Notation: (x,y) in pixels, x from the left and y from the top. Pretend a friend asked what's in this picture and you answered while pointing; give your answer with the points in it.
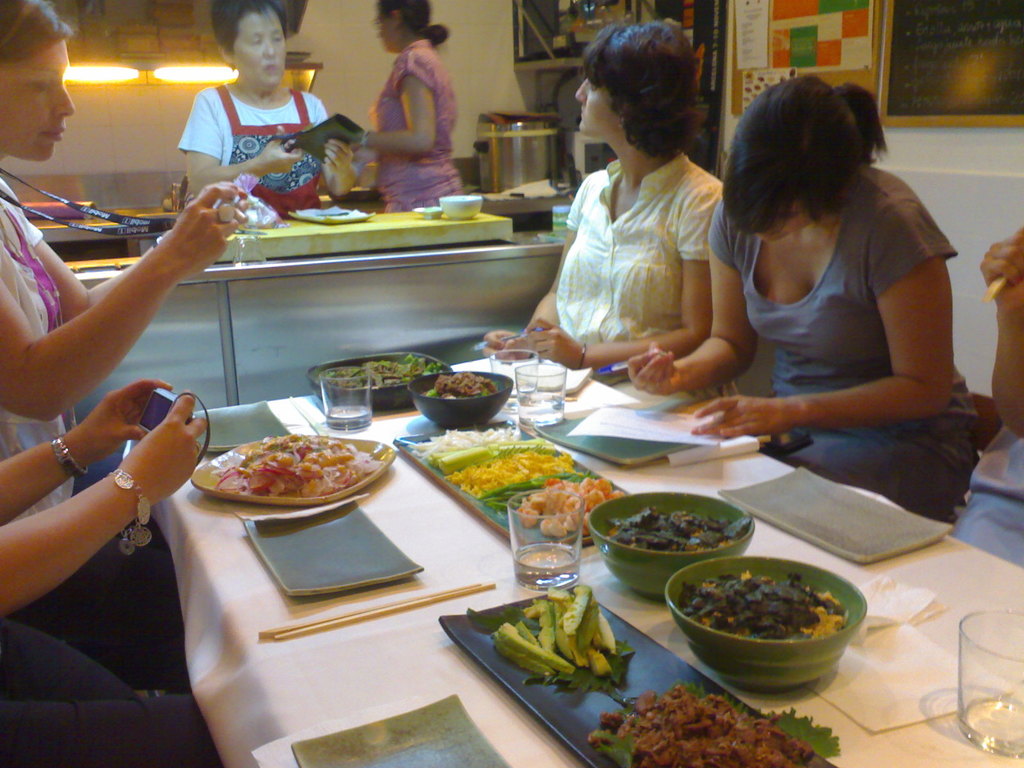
It looks like a restaurant (481,656) there is a table (434,572) and a group of women (663,261) are sitting around the table (426,495), different food items (567,603) are kept on the table (478,369) and in front of the table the chefs (377,111) are cooking the food (309,146) in the kitchen (89,182) and on the right side (837,57) there are two boards (918,63) attached to the wall (966,129), on one of the board (916,53) some information is written and there are totally two chefs (399,111) preparing the food (356,139).
